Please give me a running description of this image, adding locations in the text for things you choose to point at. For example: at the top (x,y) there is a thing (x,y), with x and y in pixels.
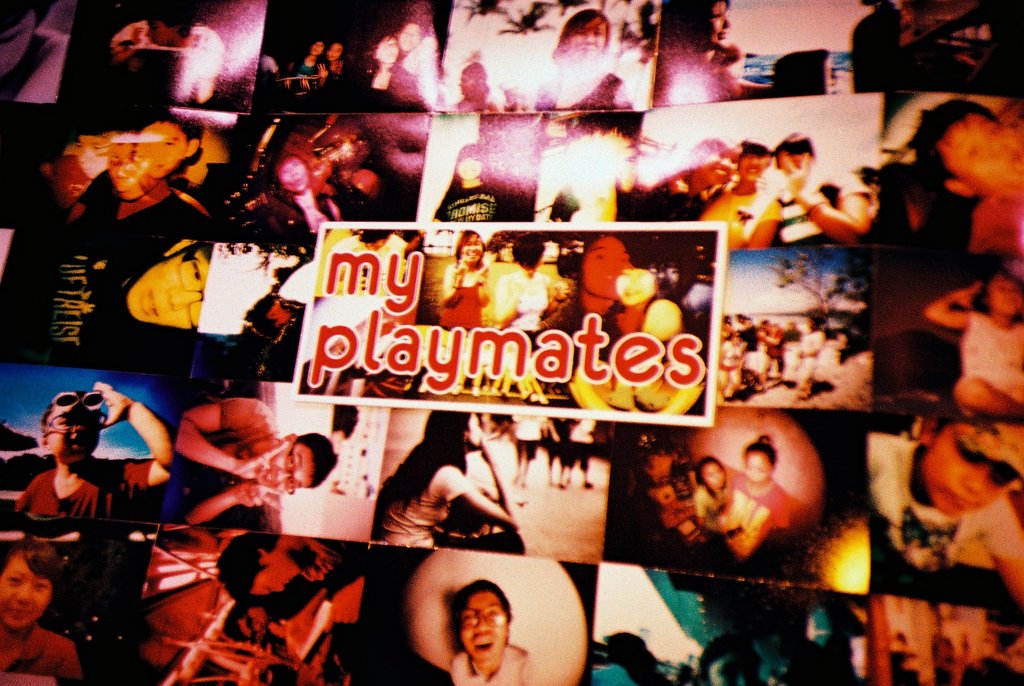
In this image there is a poster (426,308) with some text (455,353) written on it.
